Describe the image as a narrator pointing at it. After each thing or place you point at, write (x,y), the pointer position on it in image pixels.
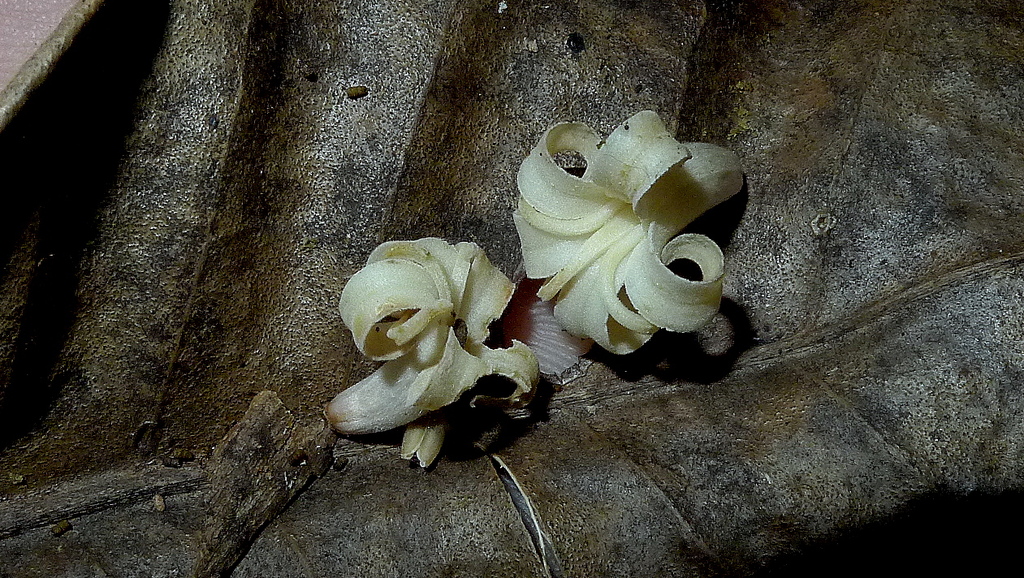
In this image in the center (605,247) there are flowers (663,290), and in the background (567,502) there is some object (587,476).
